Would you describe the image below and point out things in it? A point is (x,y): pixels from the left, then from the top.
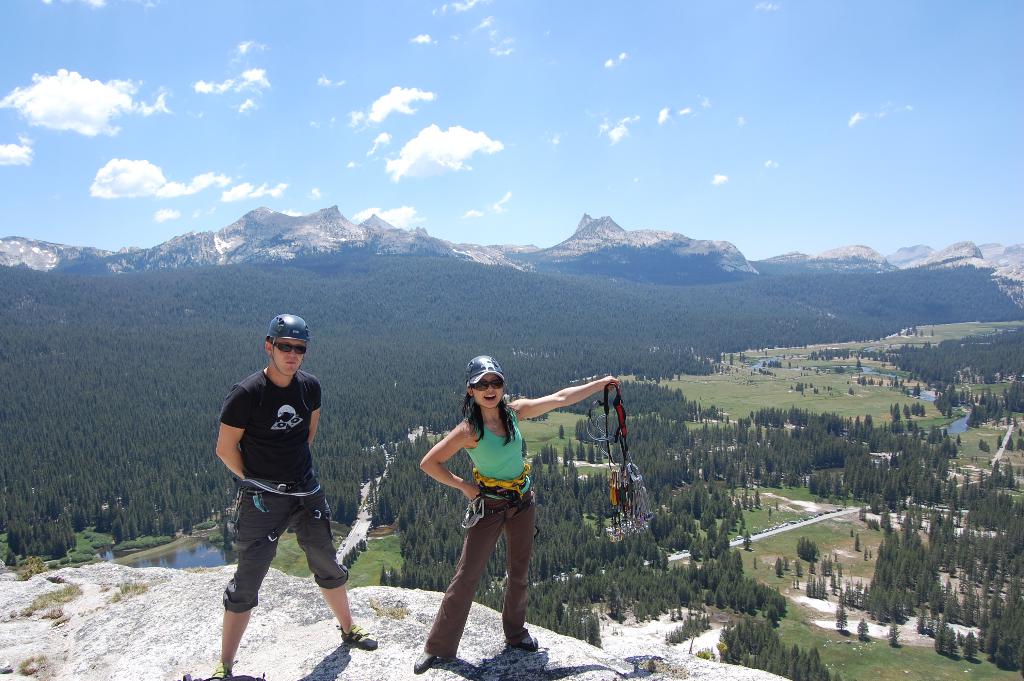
In this image there are two persons (527,544) standing on the rock (422,602) and at the right side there is a woman (525,405) wearing a cap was holding the object (616,473). At the back side (599,463) there are trees (88,422), rivers (183,545), mountains (297,247) and sky (517,140).
